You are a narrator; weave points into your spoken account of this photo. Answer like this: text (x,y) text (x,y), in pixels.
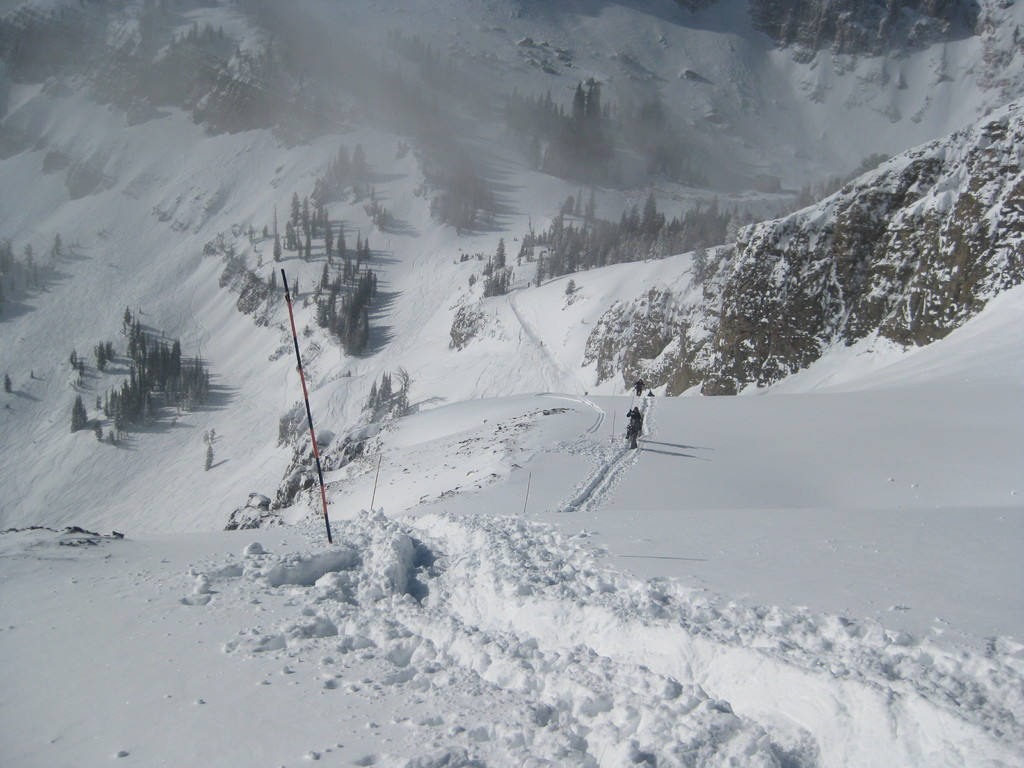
In this image we can see the snow (656,643) on the ground (687,593) and there are some plants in the background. We can see the mountains (831,69) and there are some people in the middle of the image (645,389) and we can see a pole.
